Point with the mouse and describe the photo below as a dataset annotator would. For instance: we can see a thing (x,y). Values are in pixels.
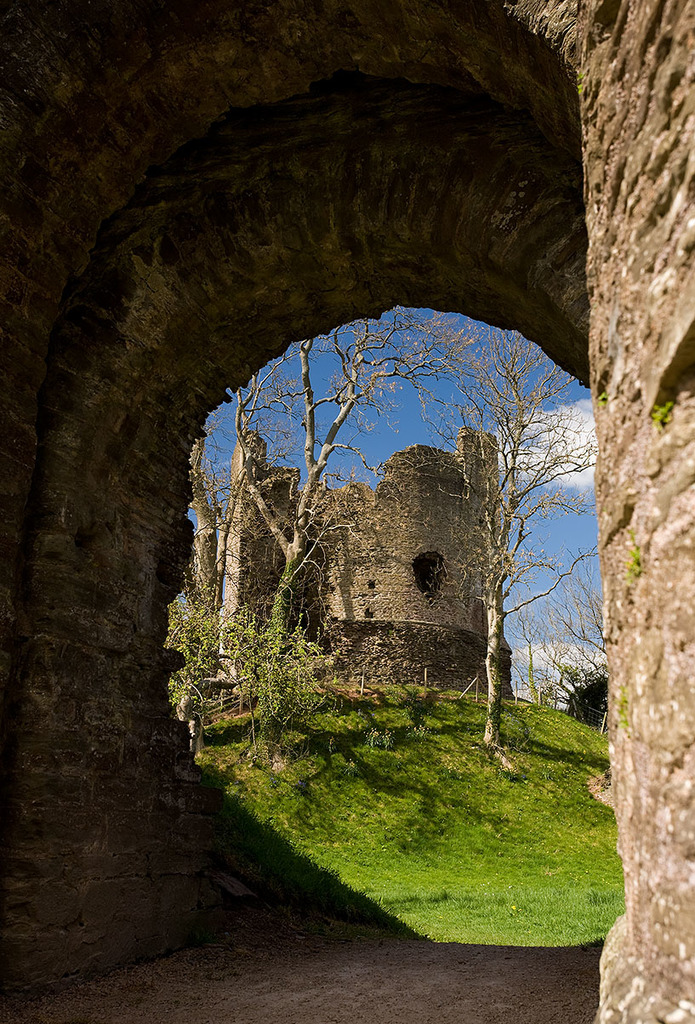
In this picture we can see trees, wall (390,636) and in the background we can see sky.
